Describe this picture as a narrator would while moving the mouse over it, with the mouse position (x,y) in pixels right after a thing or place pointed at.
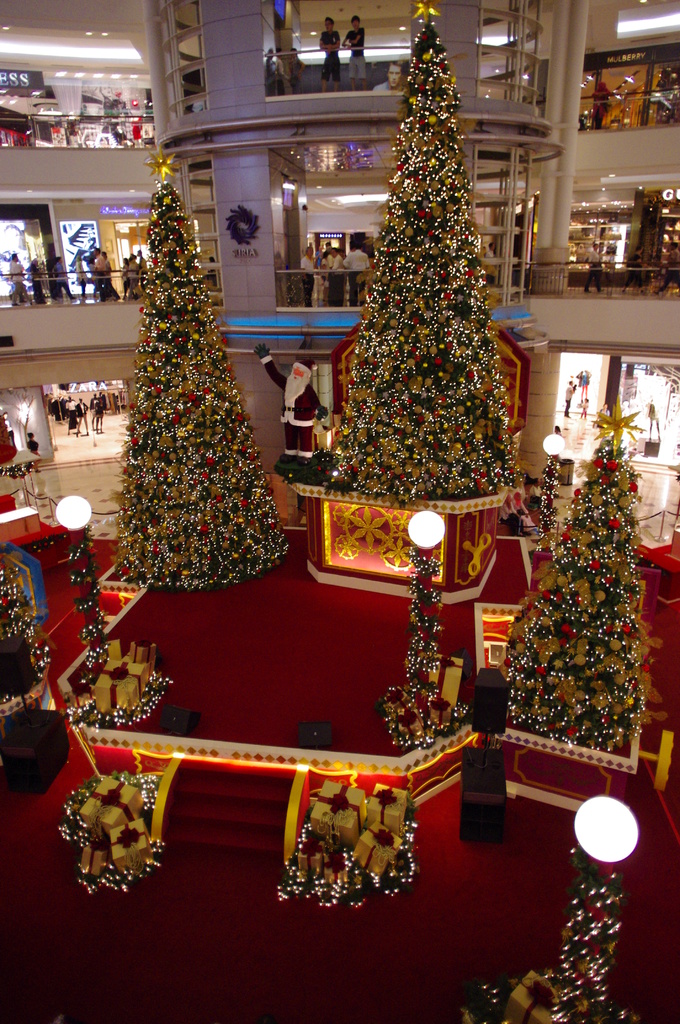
In this image, in the right side (597,559), we can see a Christmas tree (372,353) with light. On the right side (575,1000), we can see a Christmas tree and a few lights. On the left side (177,256), we can also see the Christmas tree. In the middle of the image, we can see some gift boxes (347,834), staircase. In the background (361,347), we can see a Christmas tree (381,323) and a building (246,253), in the buildings (256,253), we can see a group of people (361,253), few people (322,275) are walking and few people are standing, metal rod (540,10), pillars (268,435). At the top (90,194), we can see a ceiling (69,17), at the bottom (305,683), we can see a red color carpet (227,639) and a floor (66,456).
